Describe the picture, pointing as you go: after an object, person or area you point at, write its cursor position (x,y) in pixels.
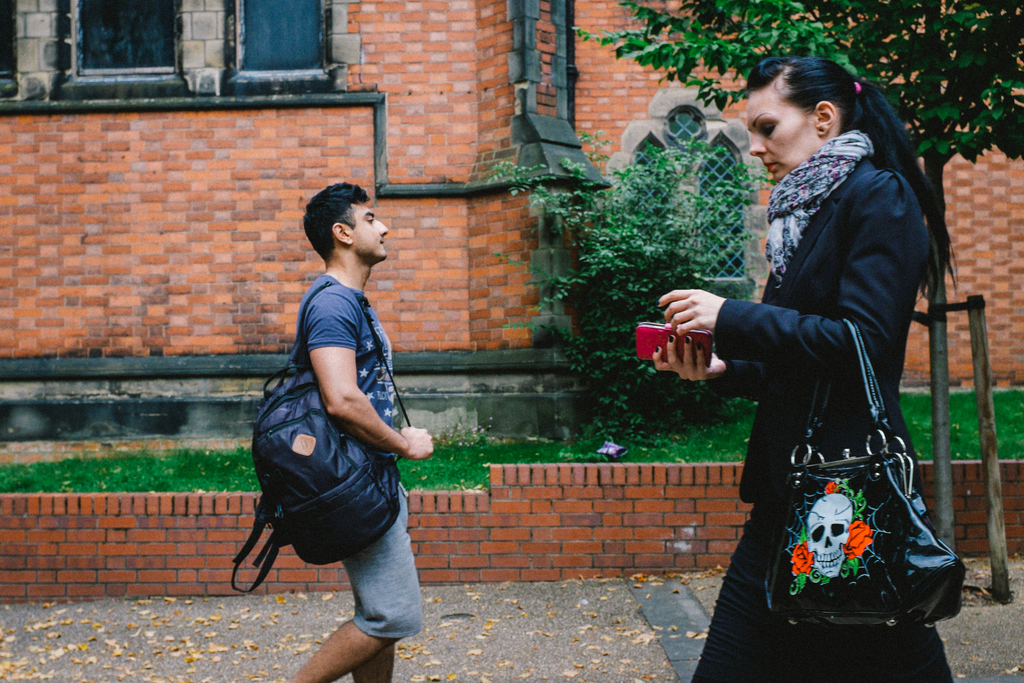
In this image in the front (830,400) on the right side (830,377) there is a woman (835,343) walking and holding an object (696,352) which is red in colour in her hand (672,357) and holding a bag (864,533) which is black in colour. In the center (344,357) there is a man (342,378) walking and wearing a bag (322,484) which is black in colour. In the background (431,221) there is a building (417,210), there is grass (548,448) on the ground (534,439) and there are plants (913,67) and there are dry leaves (606,638) on the ground (241,618).
